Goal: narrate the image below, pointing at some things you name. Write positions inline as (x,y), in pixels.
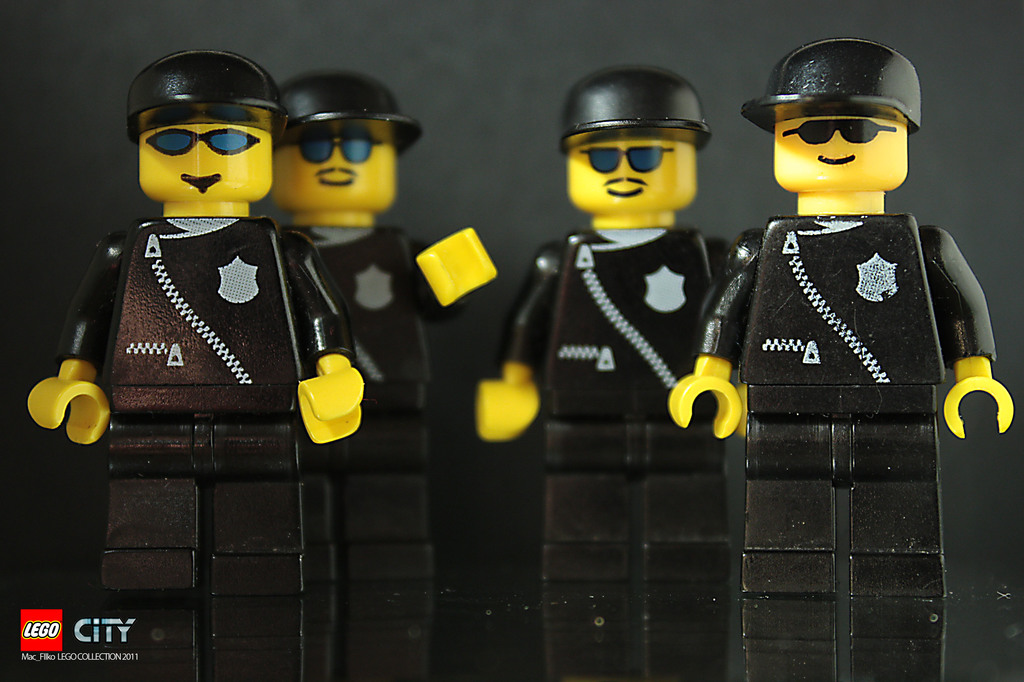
In this picture I can see some toys (223,370).
